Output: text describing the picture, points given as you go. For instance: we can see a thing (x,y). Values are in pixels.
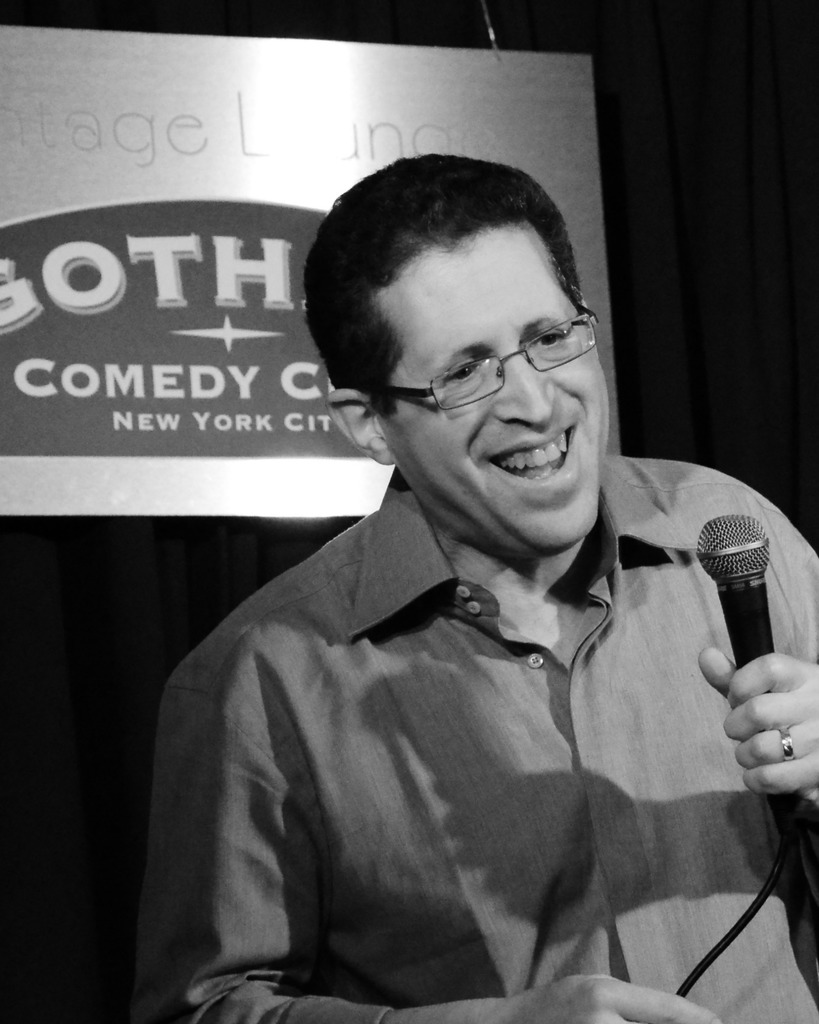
In this picture there is a man (539,638) who is holding a mic (724,566) in his hand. He is smiling. There is a poster (339,115) at the background (320,383).
